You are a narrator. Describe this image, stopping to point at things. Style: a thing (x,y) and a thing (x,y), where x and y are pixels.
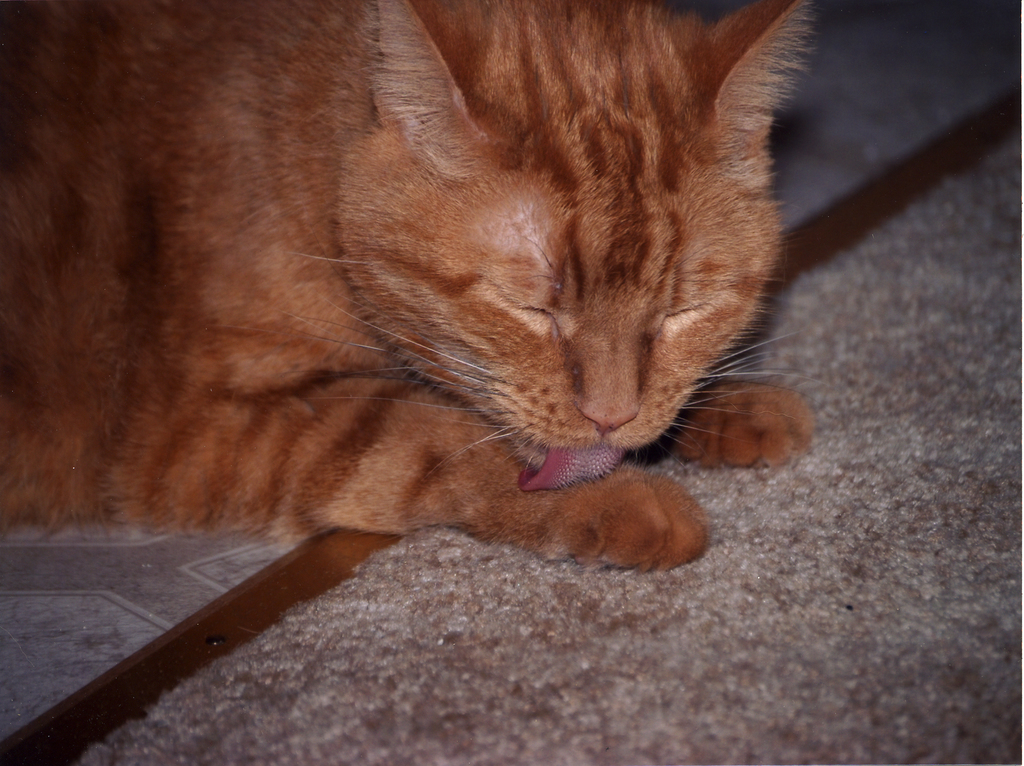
This image consists of a cat (629,280), which is in brown color. It has ears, eyes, nose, tongue (606,462), whisker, legs (481,451).
